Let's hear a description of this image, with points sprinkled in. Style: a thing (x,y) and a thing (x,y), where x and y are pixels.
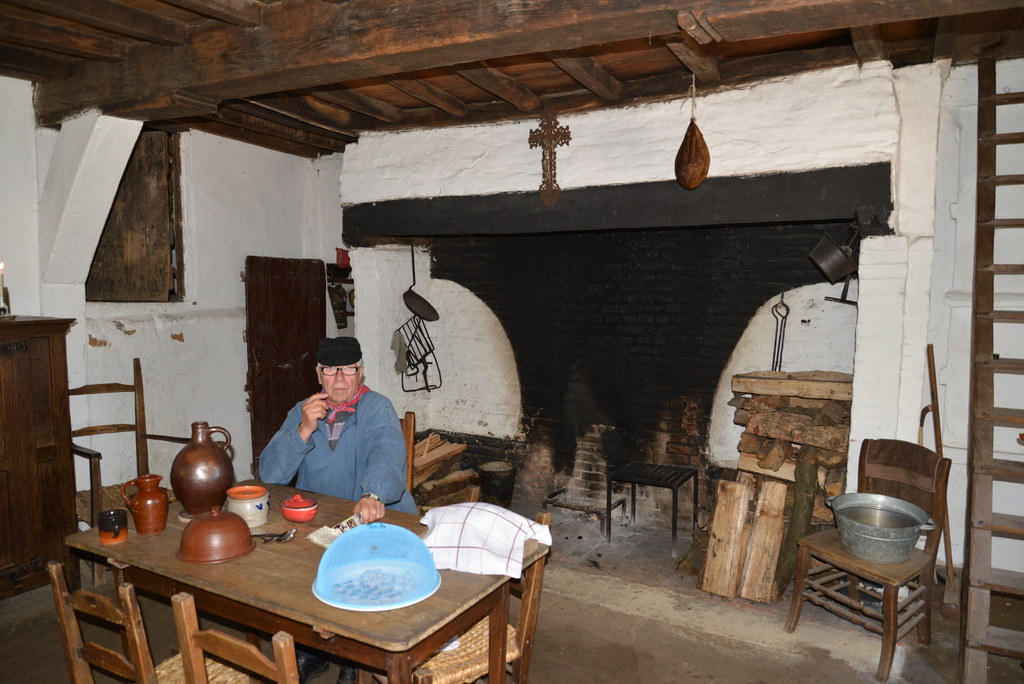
In this image i can see a person (331,434) sitting on a chair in front of the table (254,527), on the table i can see few pots (189,500), a cup (118,522) and a cloth (448,546). In the background (507,338) i can see a wall (507,263) and the roof (190,14).
